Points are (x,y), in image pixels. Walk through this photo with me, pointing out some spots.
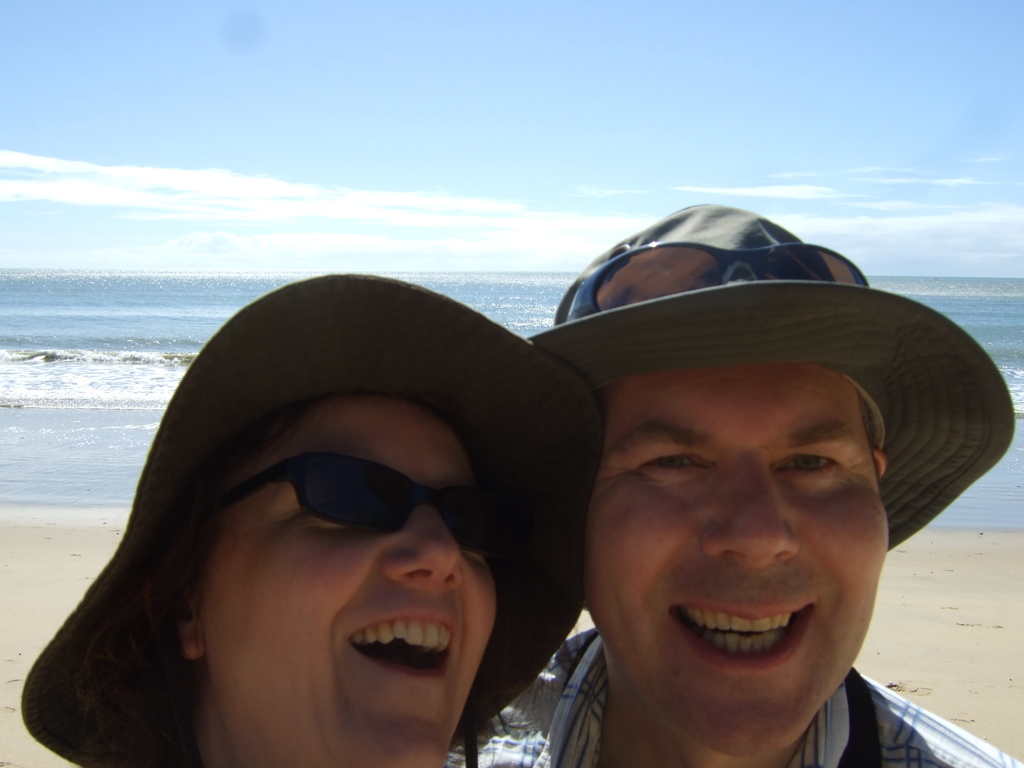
In this image we can see there is a man (600,473) and woman (261,510) with hats (56,664) standing together in beach (1013,576) are smiling.
